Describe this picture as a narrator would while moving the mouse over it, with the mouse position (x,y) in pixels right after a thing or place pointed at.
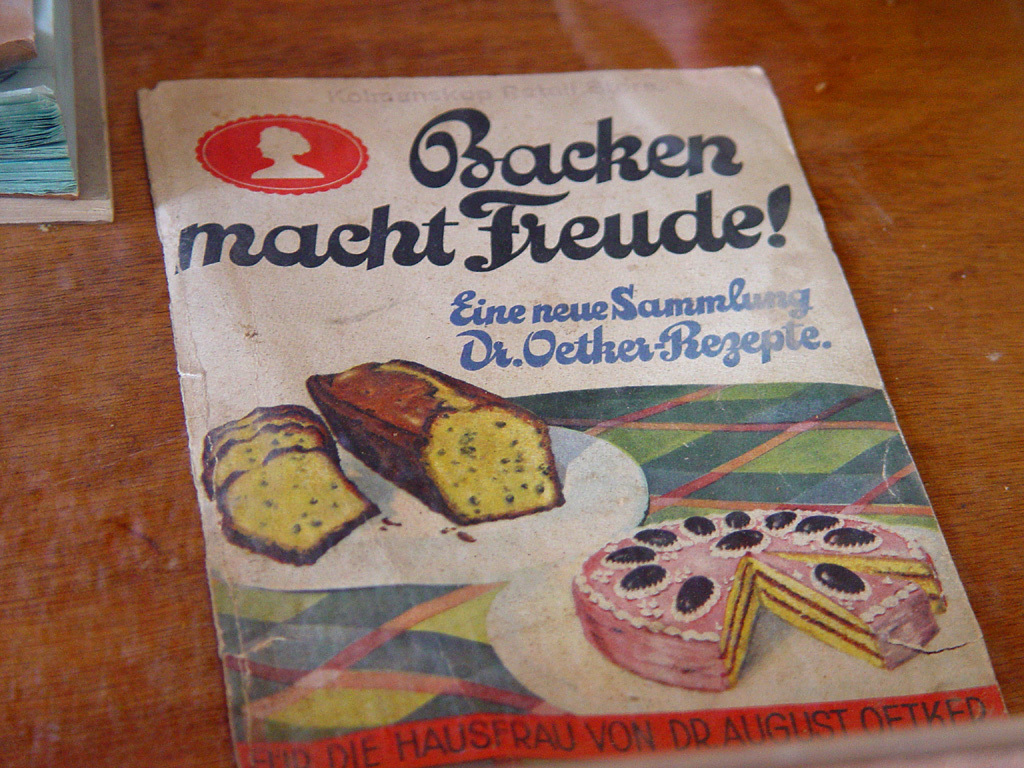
In the picture I can see a poster (420,235) which is attached on the surface (872,269) on which there is some bread (547,484) and some words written on it.
